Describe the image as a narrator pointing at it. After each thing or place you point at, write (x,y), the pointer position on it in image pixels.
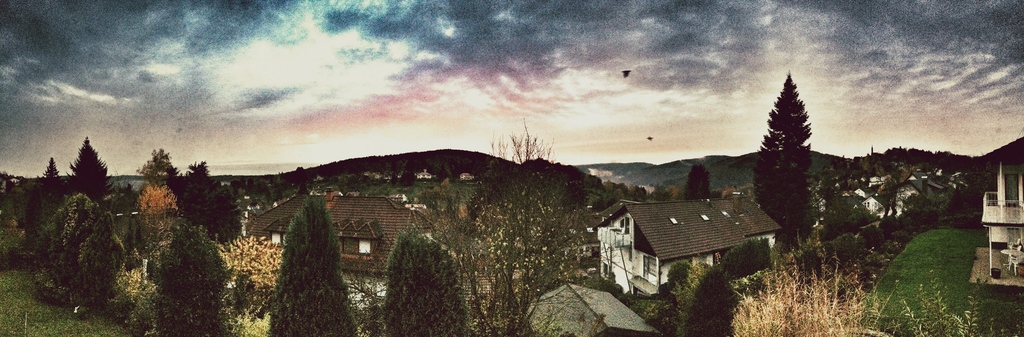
In this image I can see few houses (660,260), windows (651,266), trees (99,252), table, chairs (1007,247) and the sky (591,111).
